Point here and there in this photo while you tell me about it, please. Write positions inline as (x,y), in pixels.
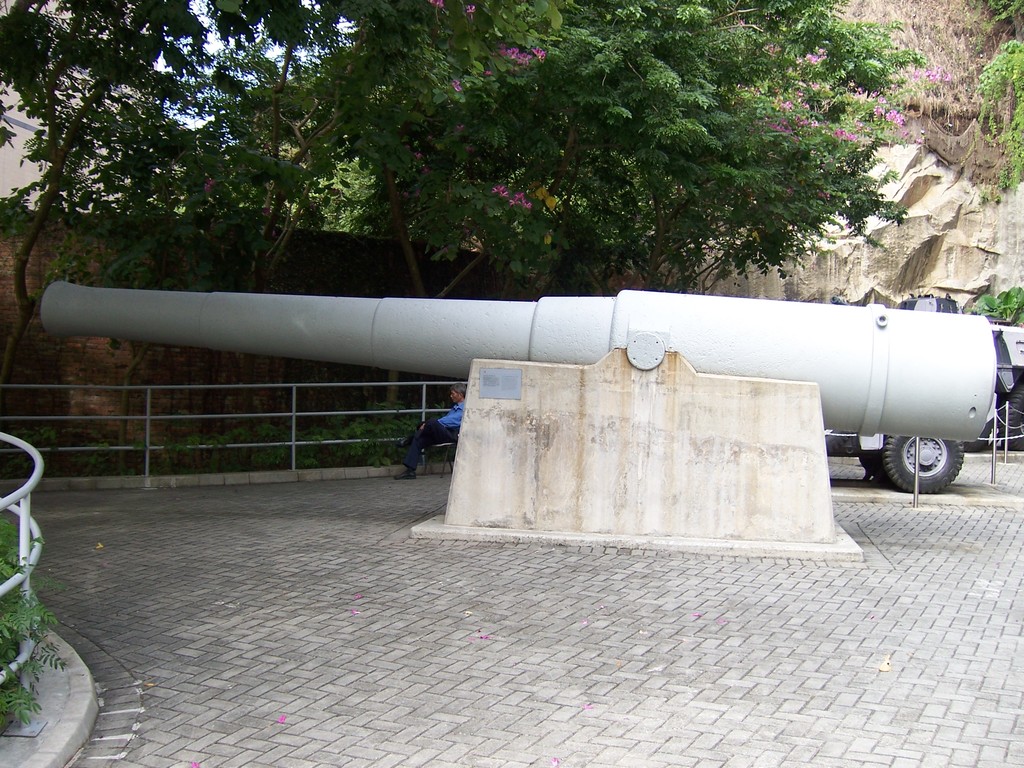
In the picture I can see trees (547,245), fence (359,432), a vehicle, a cannon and some other objects (705,399) on the ground (432,550). In the background (214,72) I can see the sky (292,69). I can also see a person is sitting on a chair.
